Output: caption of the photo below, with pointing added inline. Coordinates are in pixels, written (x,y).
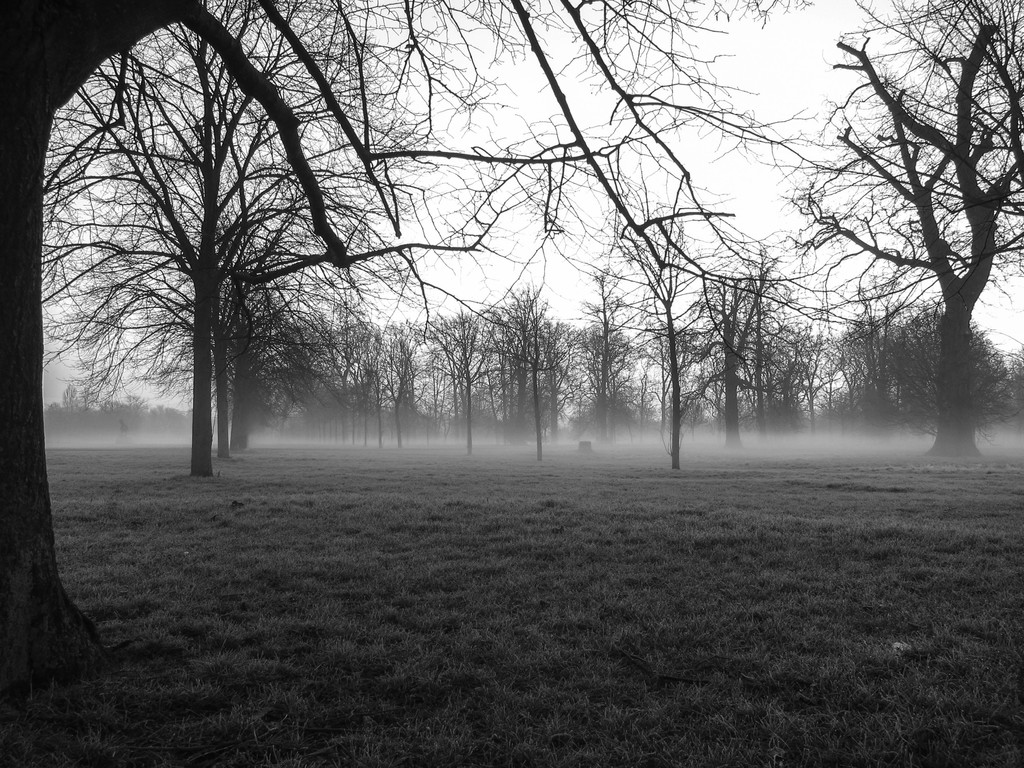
In this image there is grass (505,626) on the ground (520,626) and there are dry trees (650,357).
